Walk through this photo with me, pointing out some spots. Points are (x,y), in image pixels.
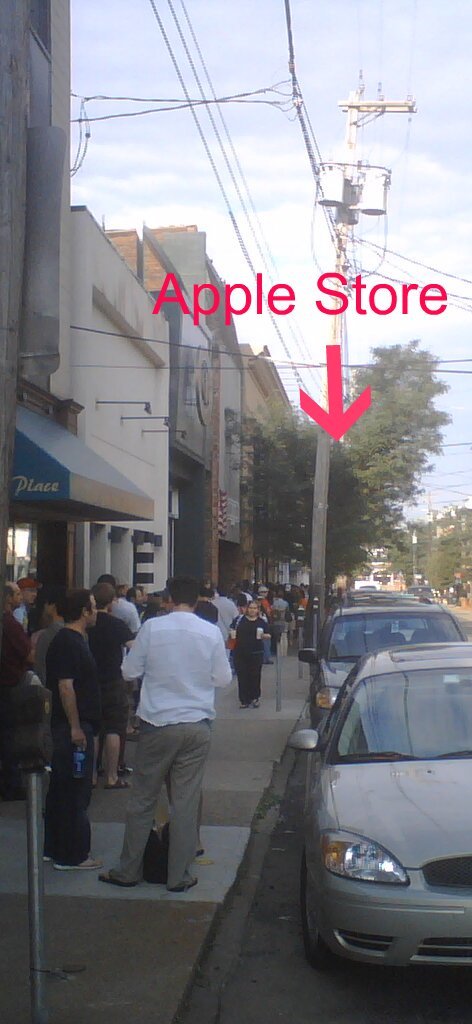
In this image I can see building (174,378) in front of the building (211,303) I can see crowd of people (268,585), at the top (229,132) I can see the sky (320,104), in the middle (295,560) I can see trees (340,505), vehicle (384,779) and power line cables (236,210) and text (414,288) and sign arrow (340,425).
